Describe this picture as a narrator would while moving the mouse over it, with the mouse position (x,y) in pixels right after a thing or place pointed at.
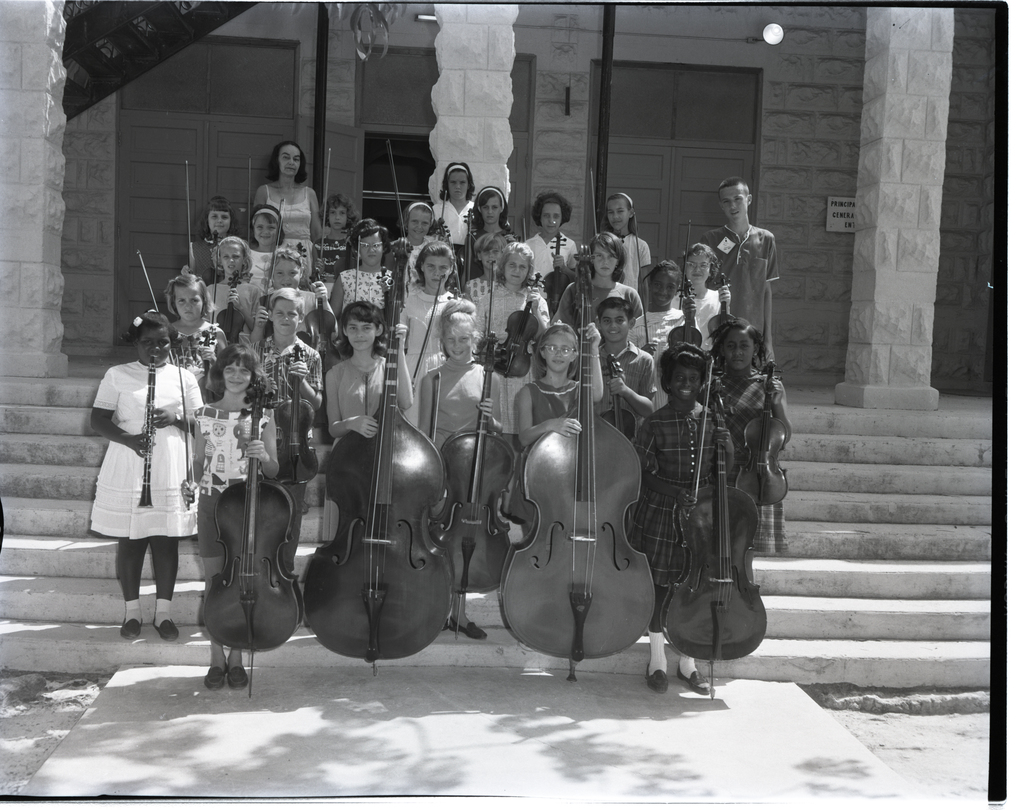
In this black and white picture there are children (415,303) standing on the steps (799,486). They are holding musical instruments (545,286). The children (161,501) in the front (253,501) line are holding cellos (270,511). There are children (171,401) holding violins (524,343) and a clarinet (152,405). Behind them there are pillars (29,139). In the background (971,231) there is a wall (707,52). There are doors (676,146) to the wall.
